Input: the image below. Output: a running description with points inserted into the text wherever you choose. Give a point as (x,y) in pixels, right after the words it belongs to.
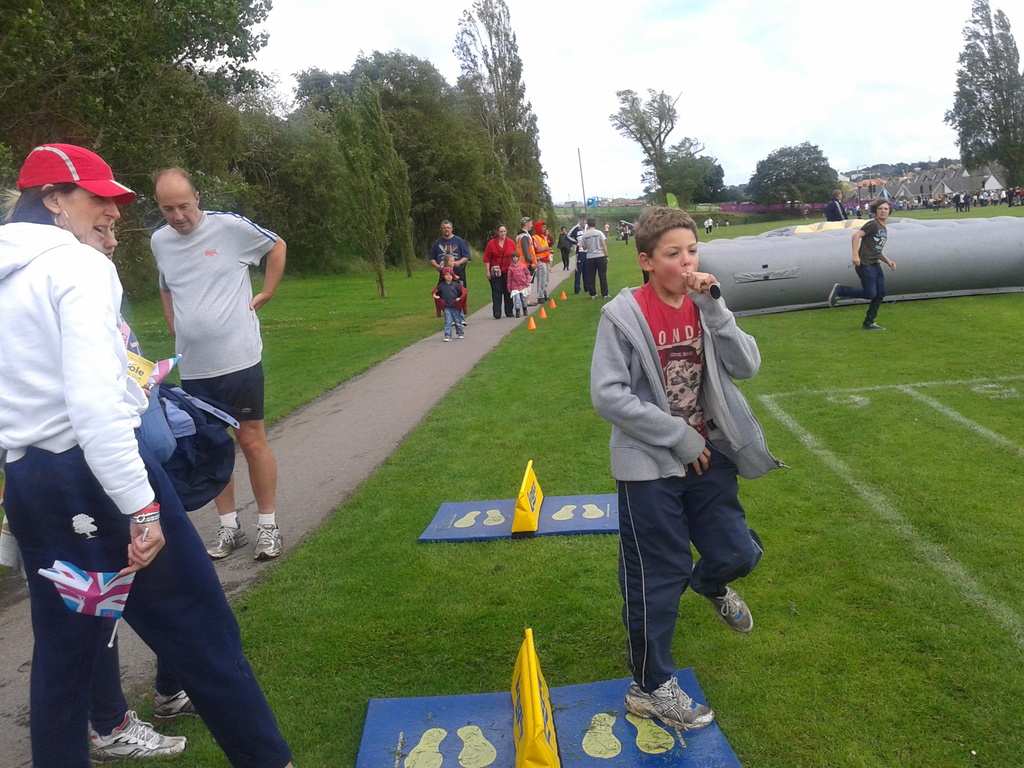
In this picture we can see grass (809,727) at the bottom (855,743), there are some people (619,388) standing on the ground (414,330), in the background (688,168) there are some trees (122,137), we can see the sky (659,7) at the top of the picture (898,102), this person (879,252) is running.
